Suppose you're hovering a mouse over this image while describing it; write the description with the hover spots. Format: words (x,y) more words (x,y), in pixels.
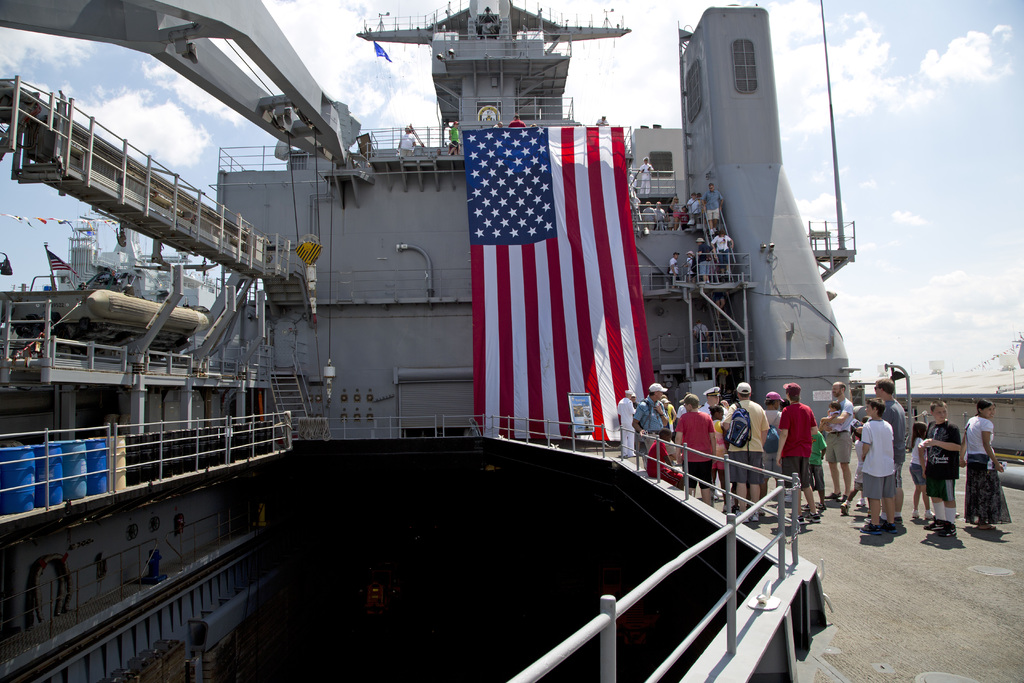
In the middle (565,405) it is a flag (490,300). On the right side (844,405) there are few people (822,467) are standing, at the top (913,115) it's a sky (897,115).
